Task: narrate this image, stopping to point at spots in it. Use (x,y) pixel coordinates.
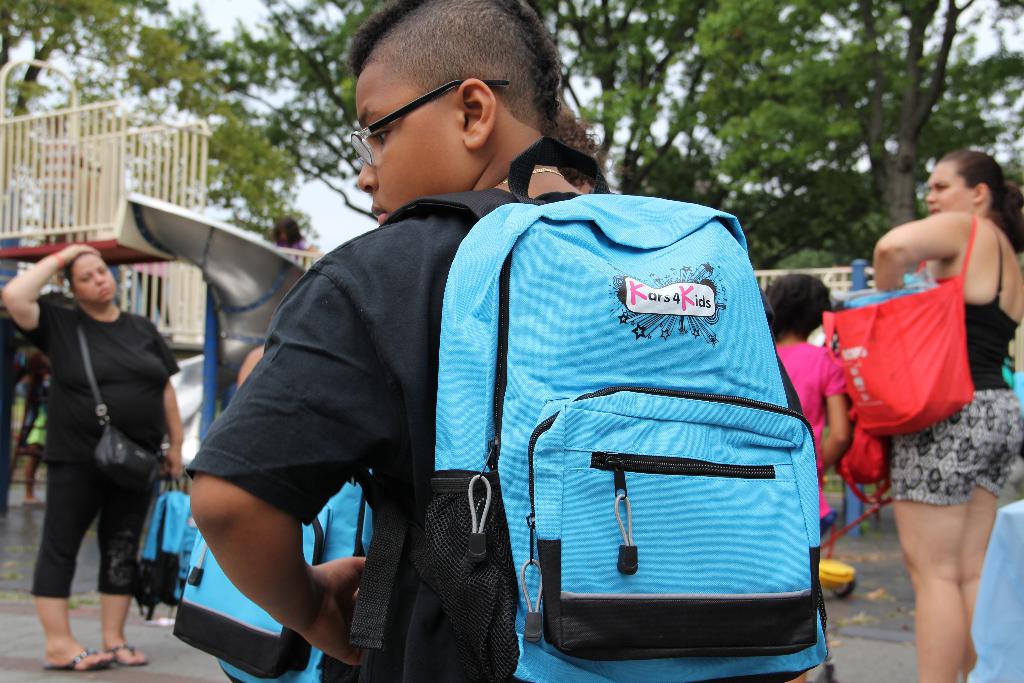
Here is a kid (416,349) wearing spectacles (446,86), he is wearing black shirt (348,326) and holding blue color bag (627,376) and there is something written like kars4kids on the bag (701,249). To the right side of the boy (388,314) there is a woman (980,253) who is wearing red color bag (961,275) to her left hand (927,238). To the left side of the boy (387,288) there is a woman (156,389) wearing black dress (80,326) she's wearing a bag (120,454) to her shoulder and holding another bag (182,542) in her left hand (167,468). In the background (174,174) there is a fencing (94,133) and few trees (289,139) and the sky (214,120).
